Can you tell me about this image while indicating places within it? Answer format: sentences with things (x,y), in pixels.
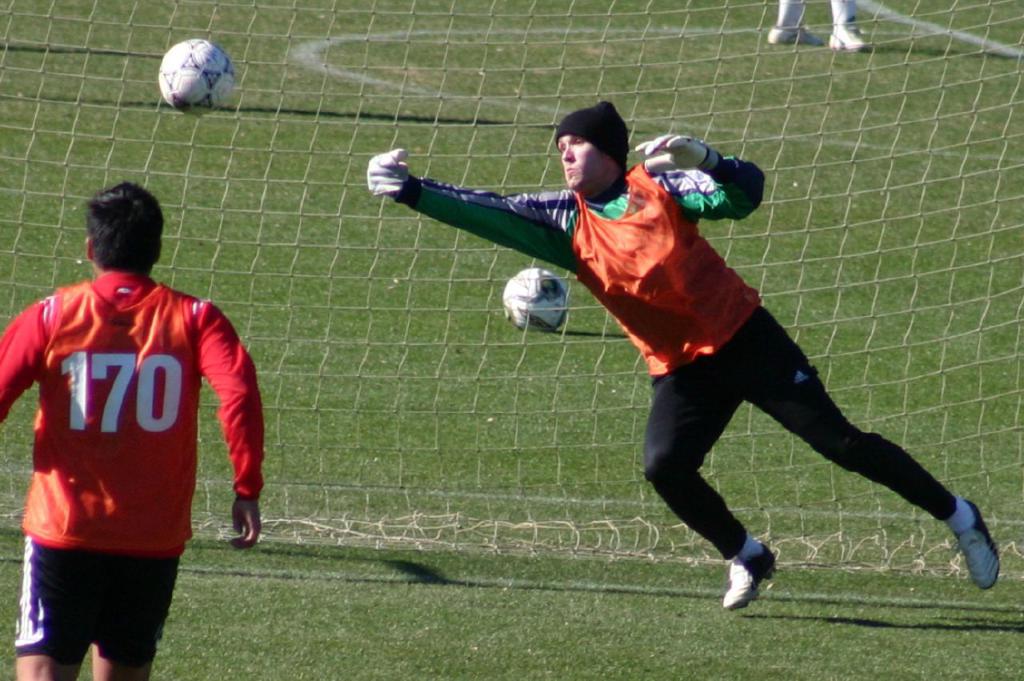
In this image we can see two persons (95,319) wearing different color dress (132,340) playing football and at the background of the image (436,276) there are two balls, net (519,94) and a person legs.
